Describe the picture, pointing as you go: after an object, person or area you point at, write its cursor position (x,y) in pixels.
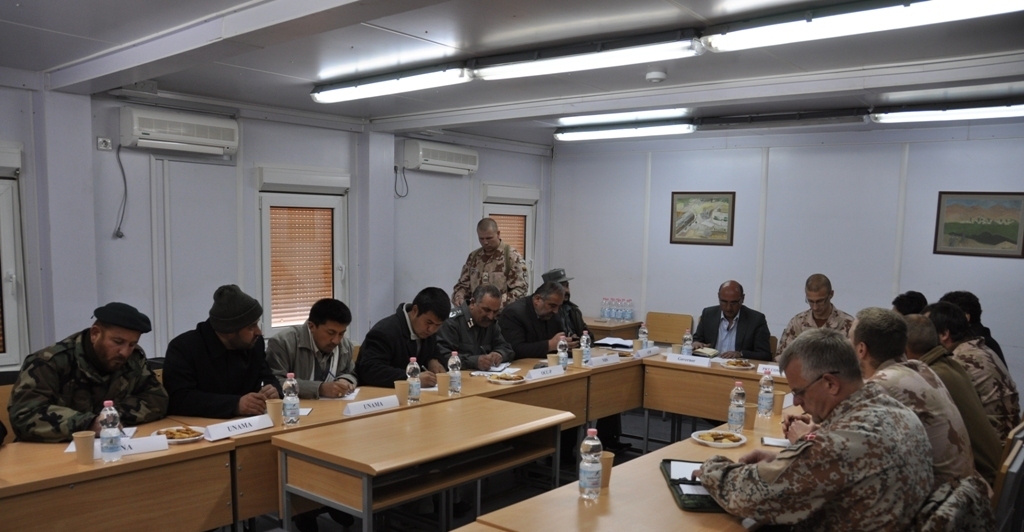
As we can see in the image there is a white color wall (590,234), windows (314,209), photo frames (707,220), lights (596,129), air conditioners (143,133), few people (84,349) sitting on chairs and there is a table (579,367). On tables (577,485) there are files (692,469), plates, bottles (594,432) and glasses (402,397).
